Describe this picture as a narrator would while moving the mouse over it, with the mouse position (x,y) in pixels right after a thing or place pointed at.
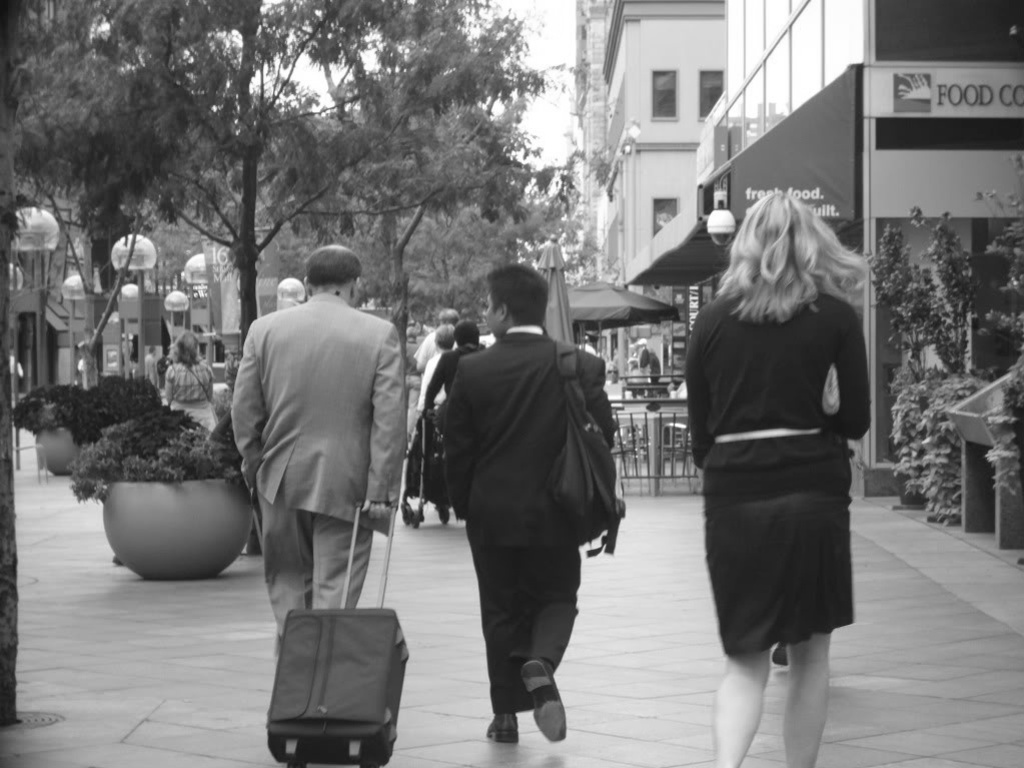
In this picture we can see some people (281,519) walking on road (405,563) with carrying bags (572,441) and in background (605,81) we can see buildings (659,112) with windows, tree (345,120), lights (39,221).
